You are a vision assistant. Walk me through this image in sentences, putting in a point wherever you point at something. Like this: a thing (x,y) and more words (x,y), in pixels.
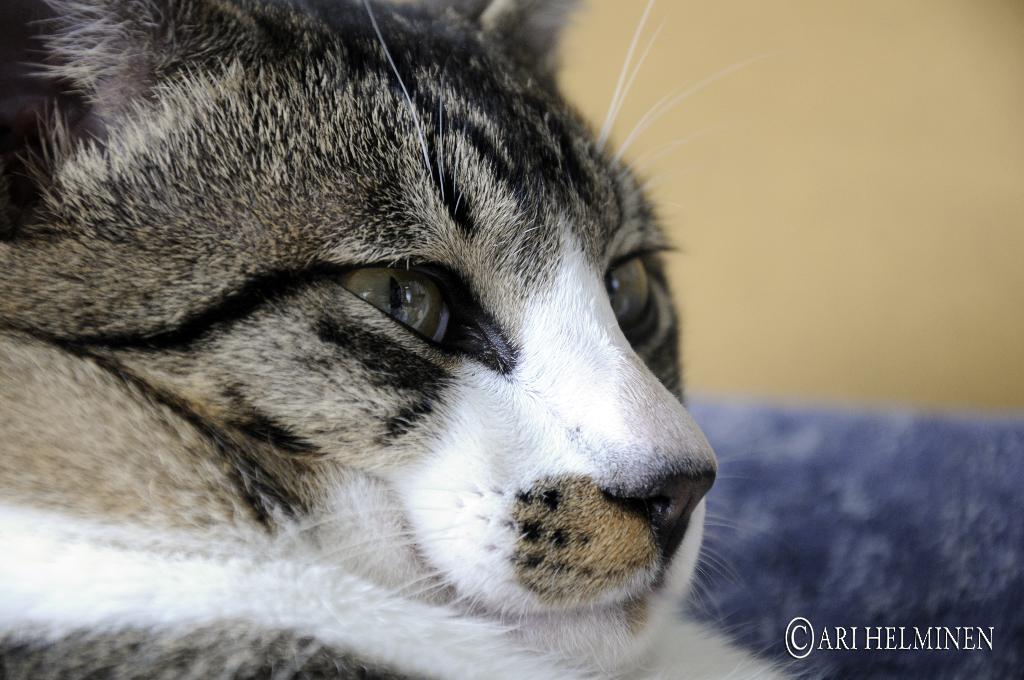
In this image I can see the cat (362,235) in black and white color. Background (837,125) is in cream and blue color.
